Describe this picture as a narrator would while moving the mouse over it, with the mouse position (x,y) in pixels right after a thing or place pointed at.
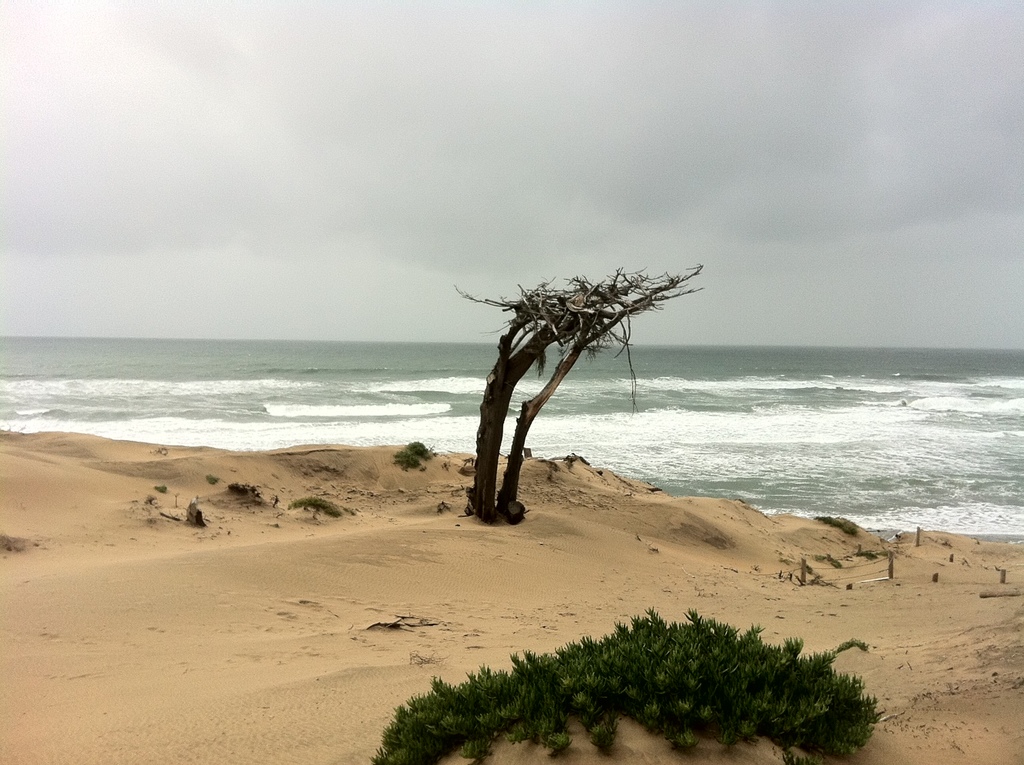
In this picture I can see a tree (555,339) and plants (554,698) and I can see water (639,373) and a cloudy sky (615,214).
